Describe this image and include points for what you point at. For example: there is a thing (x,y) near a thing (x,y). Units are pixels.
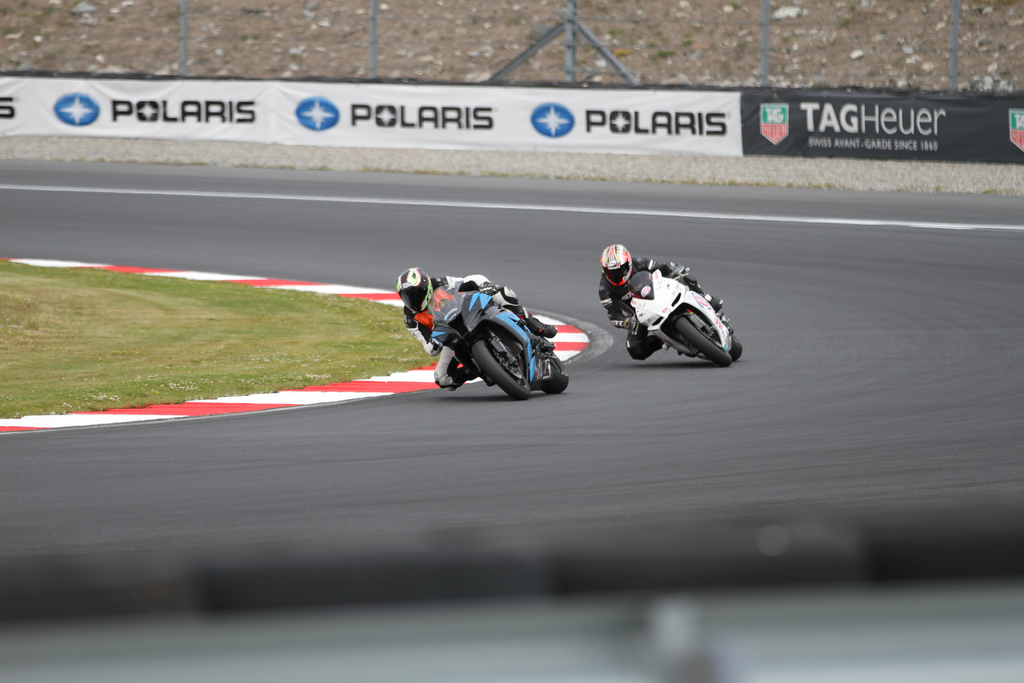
In this picture we can see two persons (446,368) riding their bikes (709,333). This is the grass (214,319). And these are the hoardings (793,105).
